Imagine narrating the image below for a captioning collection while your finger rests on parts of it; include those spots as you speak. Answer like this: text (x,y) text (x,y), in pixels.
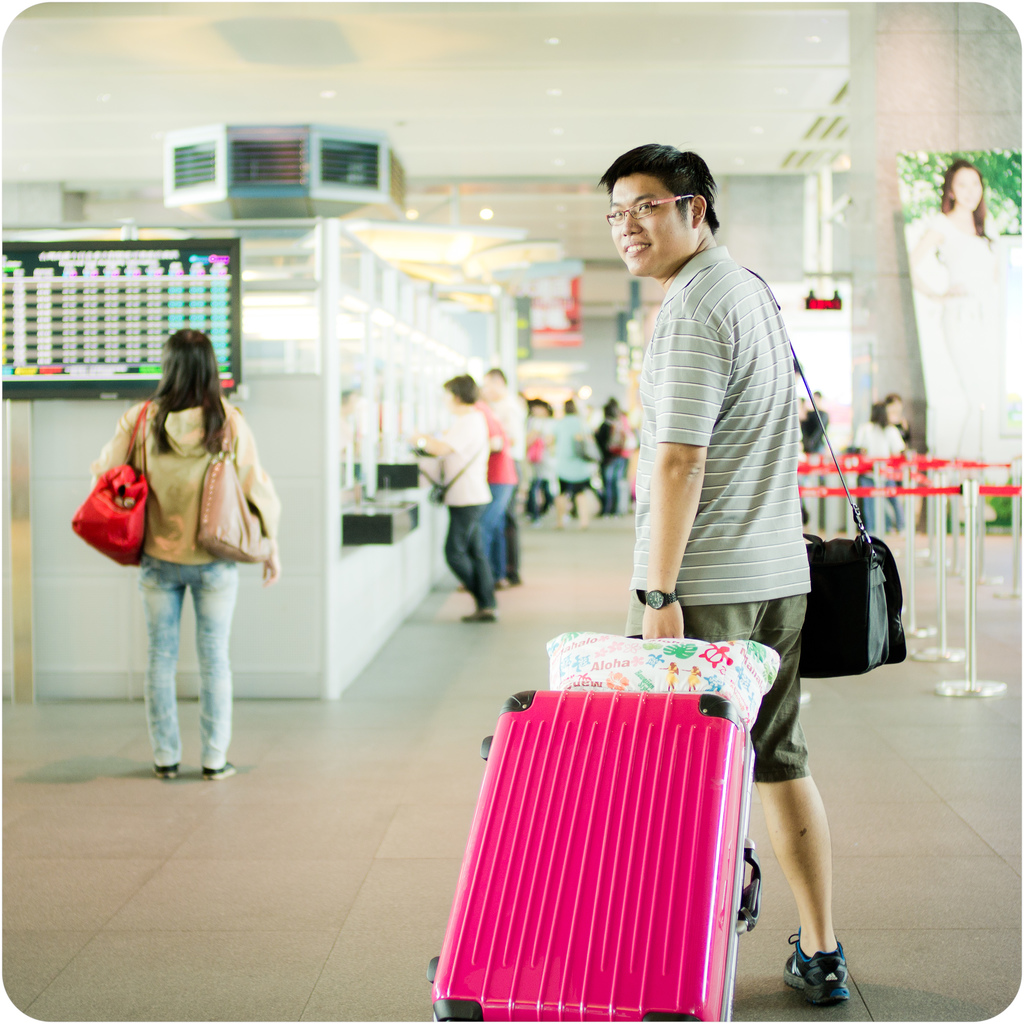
In the center (666,569) we can see one man (644,530) standing and holding trolley (719,724) and he is smiling. On the left (158,453) we can see one woman (155,539) standing and holding handbag (220,464). In the background (105,301) there is a screen (208,310), wall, sign boards (1004,288), monitor (35,319), caution tape (898,492) and few more persons (494,392) were standing.
